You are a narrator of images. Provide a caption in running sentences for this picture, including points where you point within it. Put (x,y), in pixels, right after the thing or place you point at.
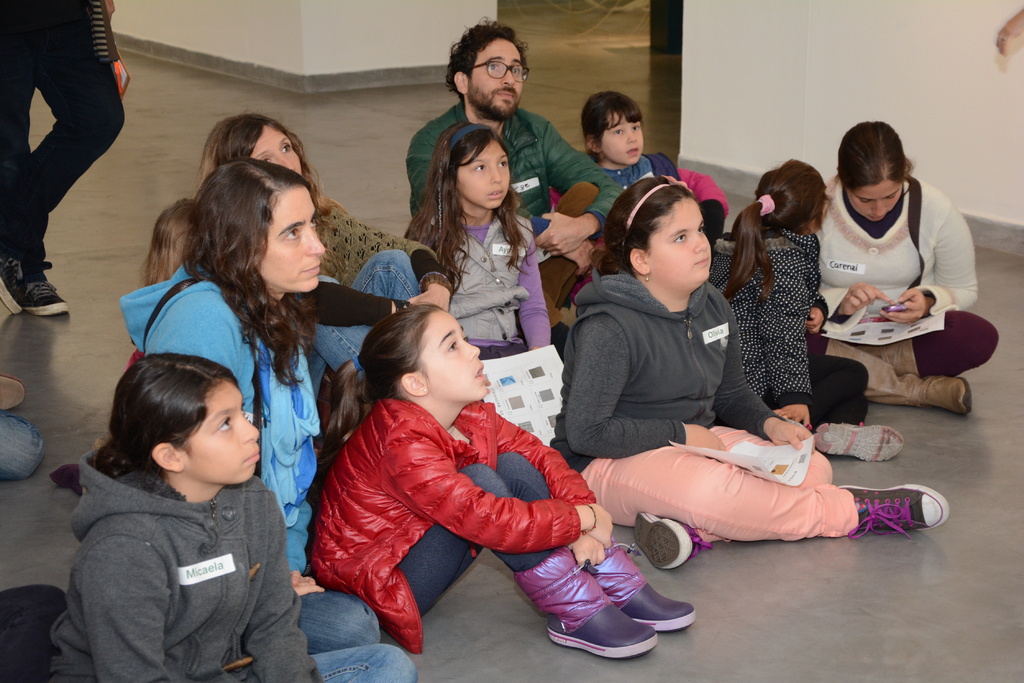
In this image we can see a group of people (683,373) sitting on the floor (86,218). On the backside (76,107) we can see a person (88,126) standing and a wall (384,63).
